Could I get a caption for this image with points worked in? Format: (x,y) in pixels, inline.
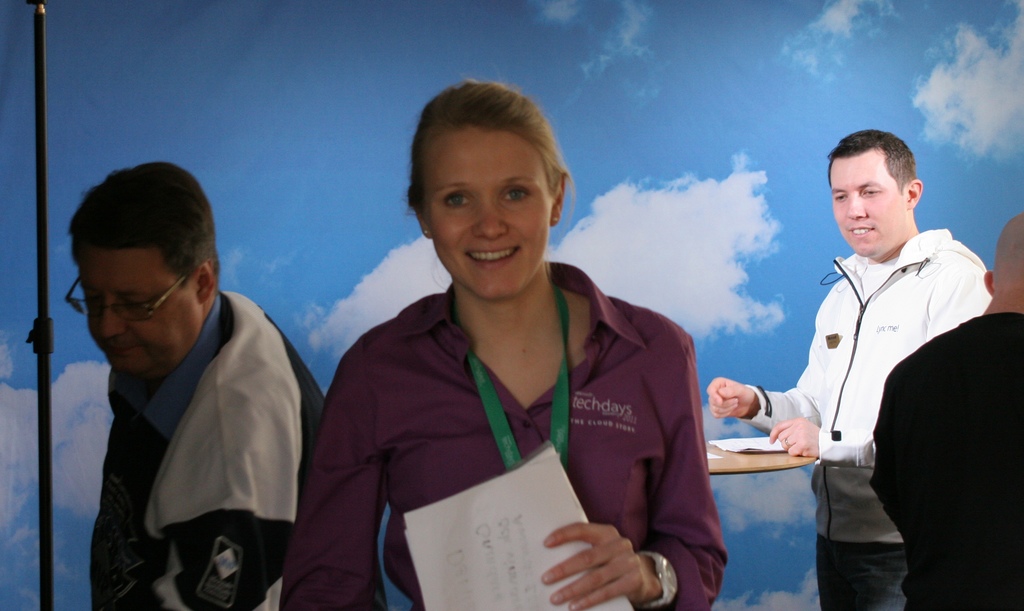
In this image in the foreground (561,406) there is one woman (552,352) who is standing and she is holding papers (550,508), in the background (874,428) there are some people (866,366) who are standing and there is sky (578,228).
